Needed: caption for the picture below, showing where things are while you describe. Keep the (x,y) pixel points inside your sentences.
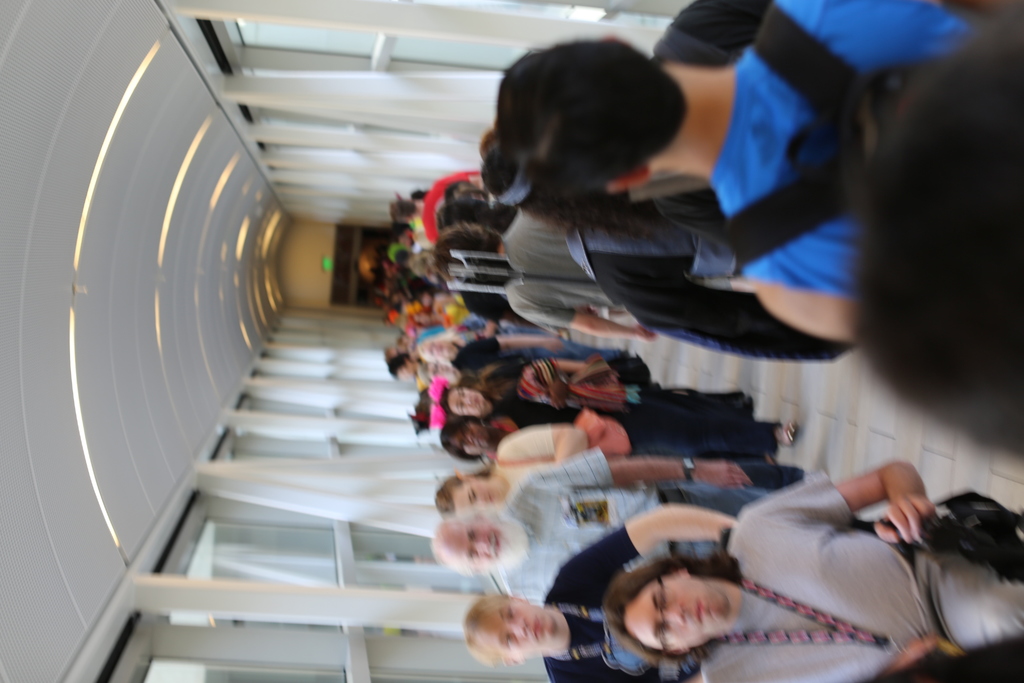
In this picture I see the path (618,348) on which there are number of people (526,256) and on the left side of this image (139,235) I see the ceiling (168,230) on which there are lights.
